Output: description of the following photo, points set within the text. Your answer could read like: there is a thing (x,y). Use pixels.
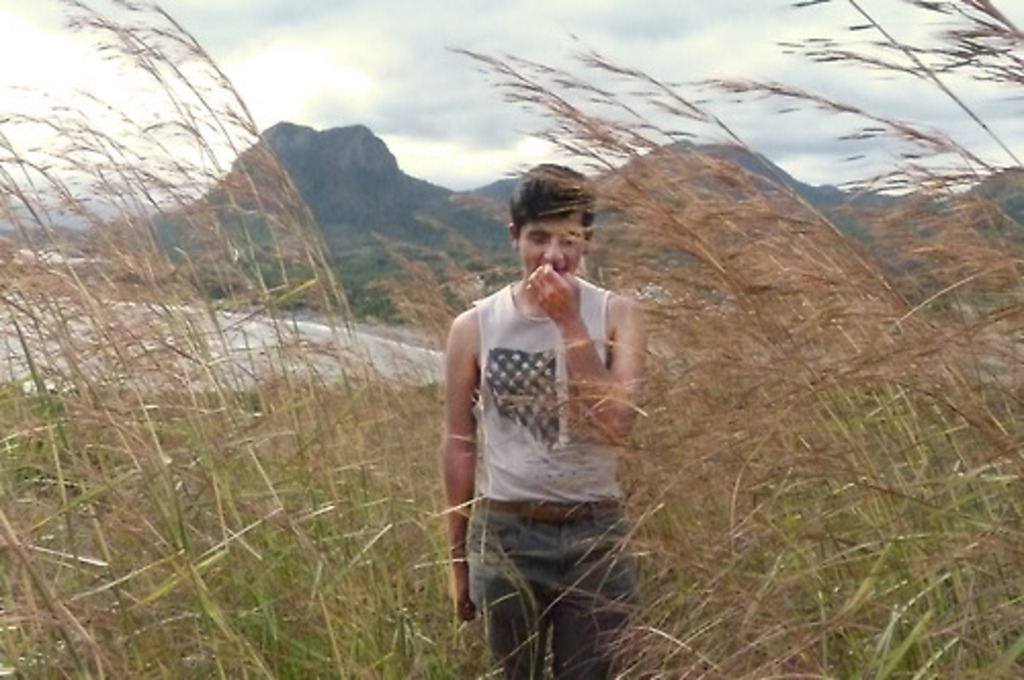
In this picture I can see a person (517,397) standing on the surface (449,537). I can see the green grass (362,386). I can see water (373,370). I can see the hills (690,145). I can see clouds (695,30) in the sky (749,41).
